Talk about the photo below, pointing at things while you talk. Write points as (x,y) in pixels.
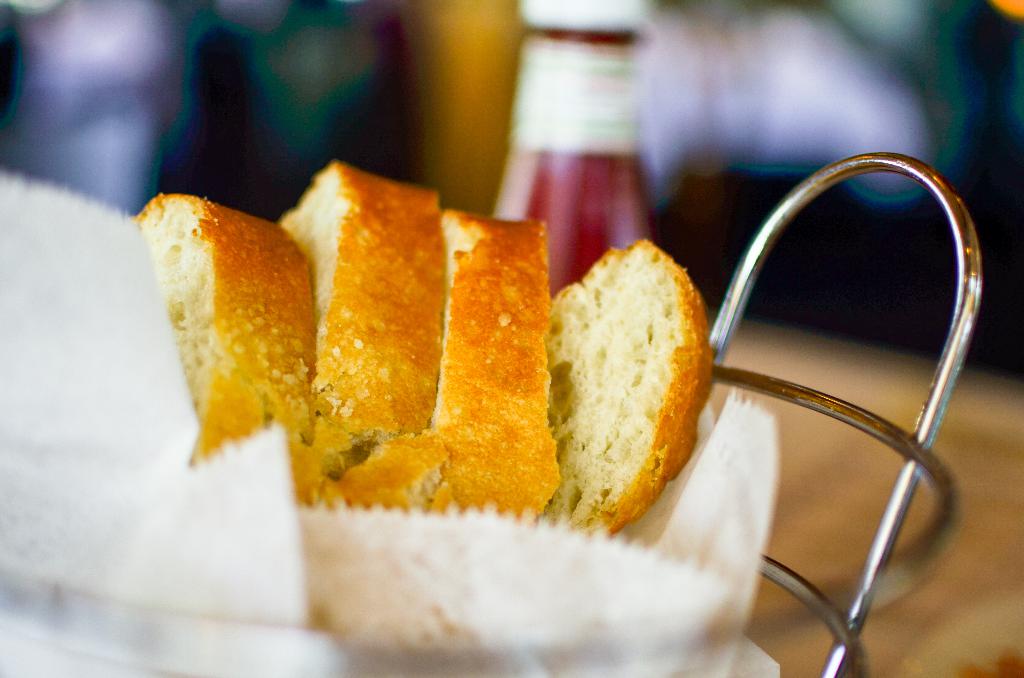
In this picture we can see food (400,399) on an object (426,513). Behind the food (384,321), there is a bottle (568,129) and a blurred background (706,96).
